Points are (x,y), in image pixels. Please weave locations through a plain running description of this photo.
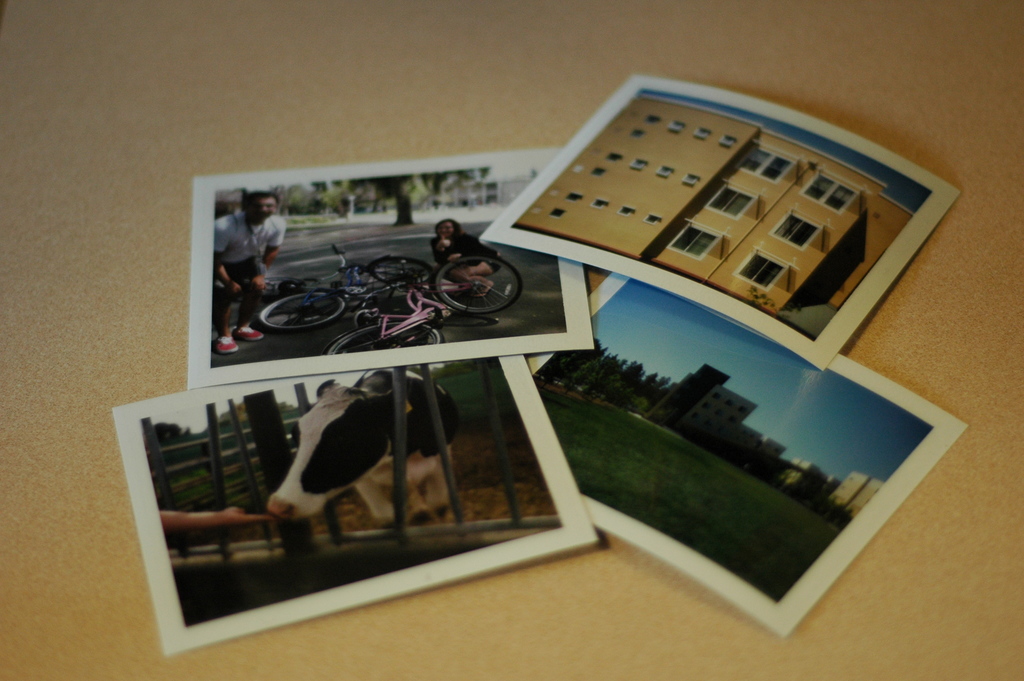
In the picture we can see four photographs (201,243) on the surface (932,602) in one we can see a building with windows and in one we can see grass surface (724,496) and in one photograph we can see a cow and in one photograph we can see a man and a woman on the road surface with two bicycles (343,306).
